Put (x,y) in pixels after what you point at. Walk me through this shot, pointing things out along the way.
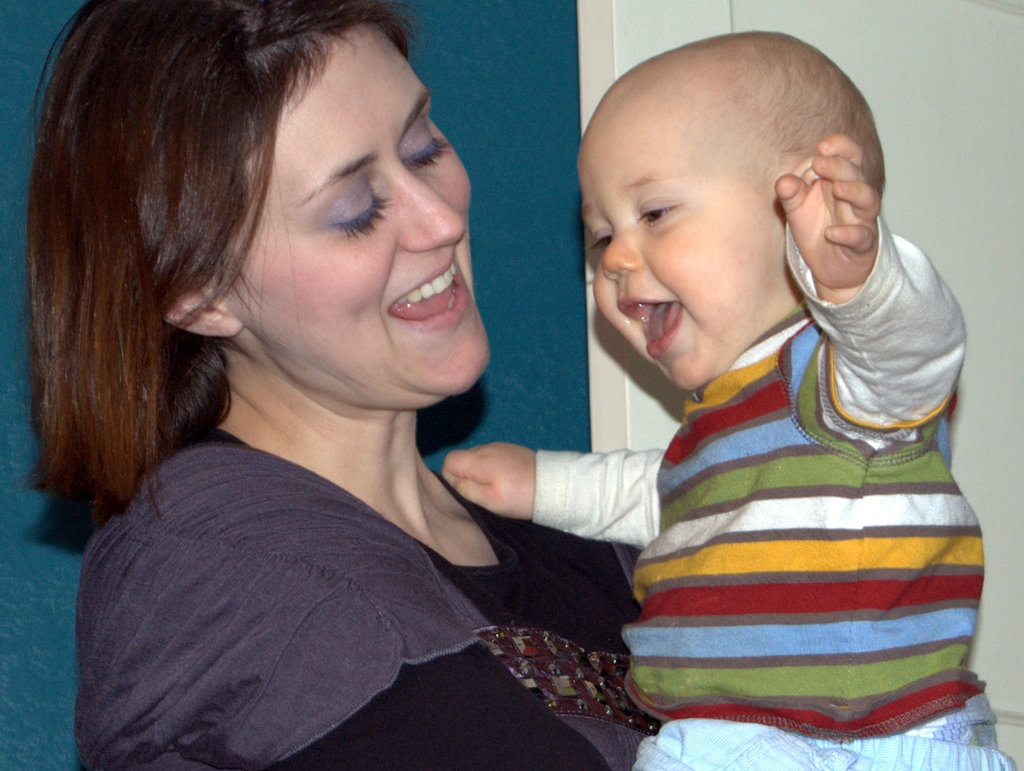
In this picture there is a woman (305,214) who is wearing black dress (524,657). She is holding the baby boy (837,93) who is wearing sweater (765,364), t-shirt (916,387) and short (814,744). She is standing near to door (667,440) and wall (487,378).
